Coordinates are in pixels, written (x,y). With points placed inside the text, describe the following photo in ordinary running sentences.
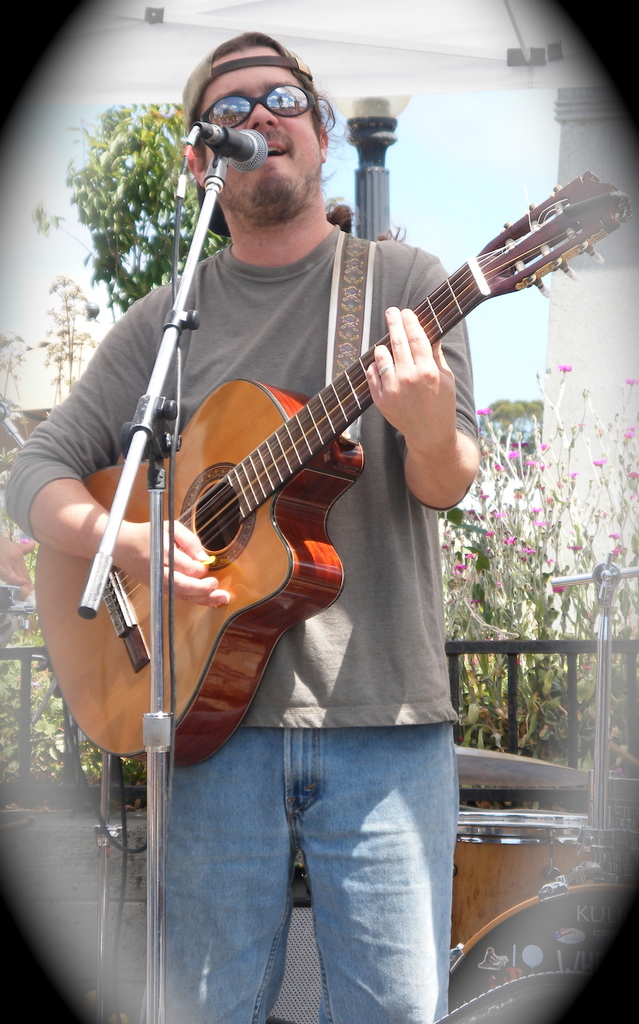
We can able to see person (280,677) is playing guitar (268,472) and singing in-front of a mic (227,150). Far there is a tree (133,179). This is a musical instrument (524,920). This is mic (237,154) with holder (153,486).
